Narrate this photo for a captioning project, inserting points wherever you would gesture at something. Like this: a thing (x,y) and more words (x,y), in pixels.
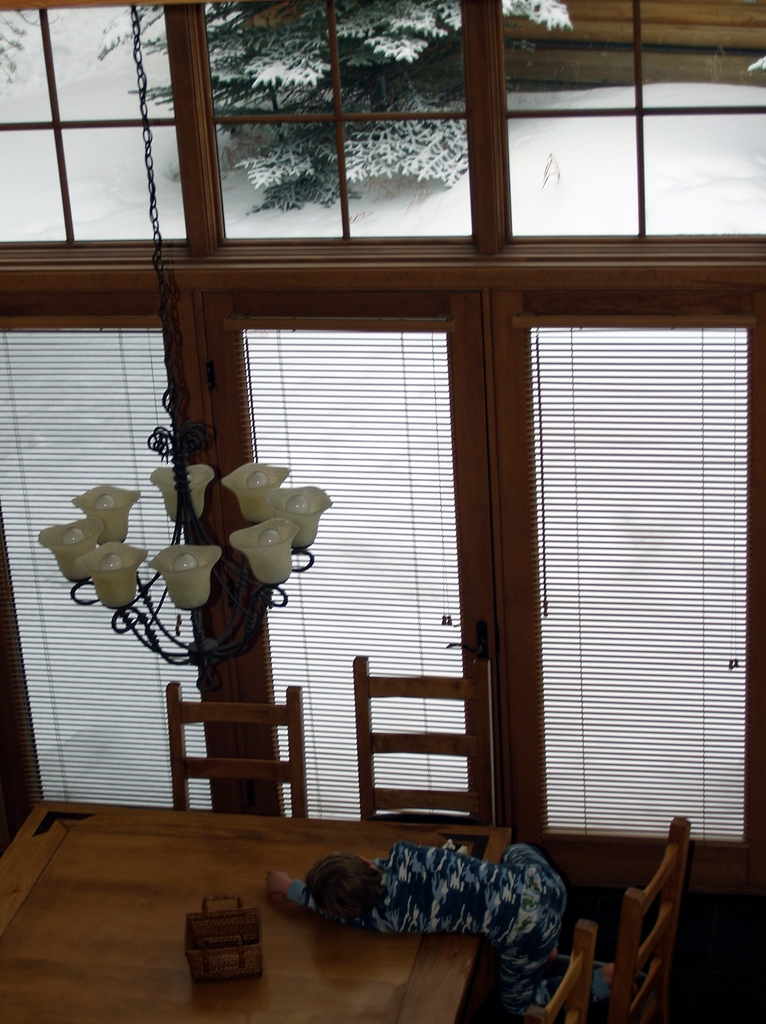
In this image there is a table (296,851), around the table (296,864) there are chairs (587,942), a child (434,874) is lying on the table (307,940), in the background (662,129) there is a wall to that wall (197,59) there are glasses (260,143) and curtain (29,378), from top there is a chandelier (210,544).
